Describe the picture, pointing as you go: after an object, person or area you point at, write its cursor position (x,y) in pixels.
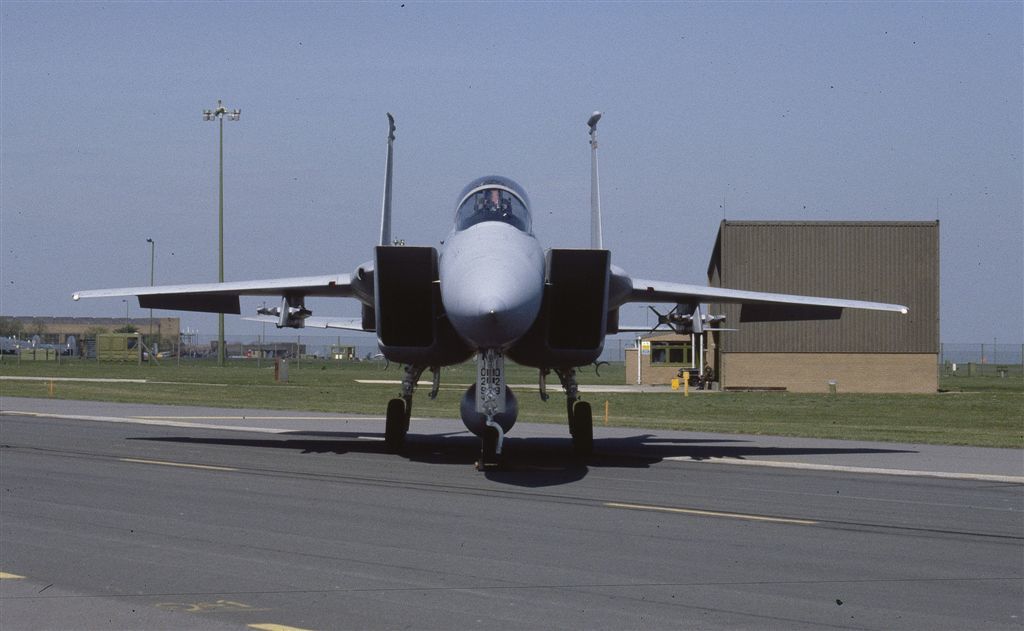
In the center of the image (504,349) an airplane (513,361) is there. In the background of the image (95,339) we can see houses (149,323), truck (127,341), mesh (236,348), electric light poles (221,355), ground (878,397). At the top of the image (385,58) there is a sky (369,68). At the bottom of the image (476,563) there is a road (456,567).
